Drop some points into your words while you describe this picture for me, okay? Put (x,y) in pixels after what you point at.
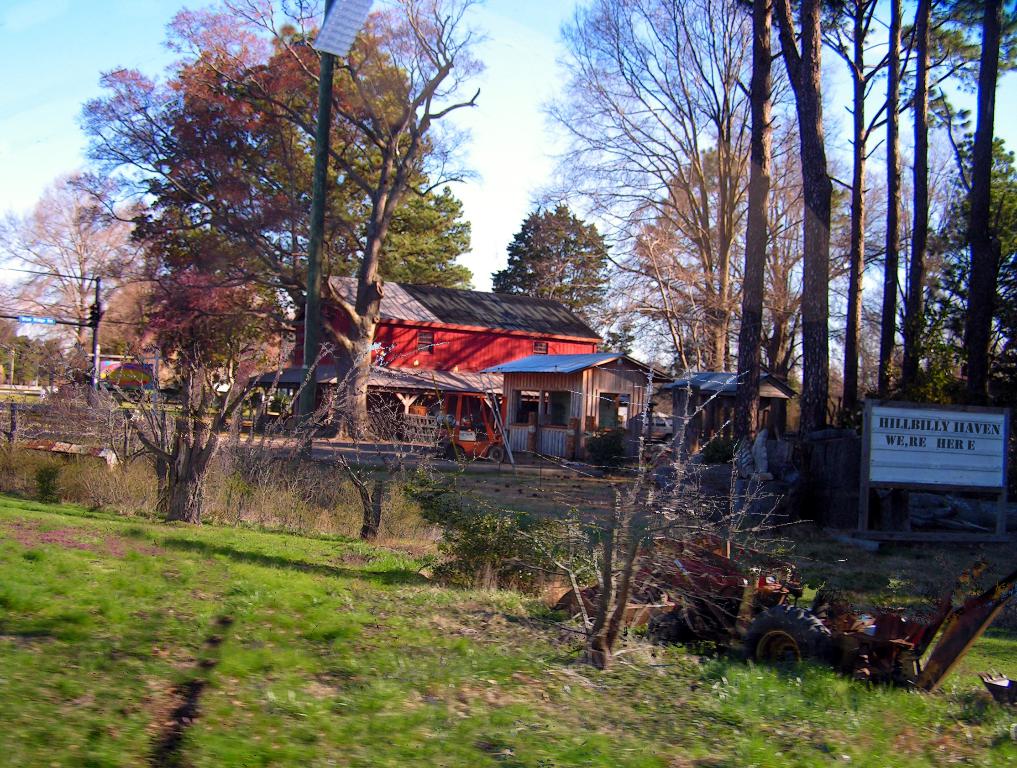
In the center of the image (430,269) we can see some huts (398,305), trees (368,295), boards (869,419) are there. At the top of the image (542,101) sky (520,108) is present. At the bottom of the image (441,663) grass (468,667) is there. In the middle of the image (572,469) ground (584,462) is there. On the left side of the image (316,318) pole (96,329) is there. On the right side of the image (839,614) a vehicle (843,633) is present.
